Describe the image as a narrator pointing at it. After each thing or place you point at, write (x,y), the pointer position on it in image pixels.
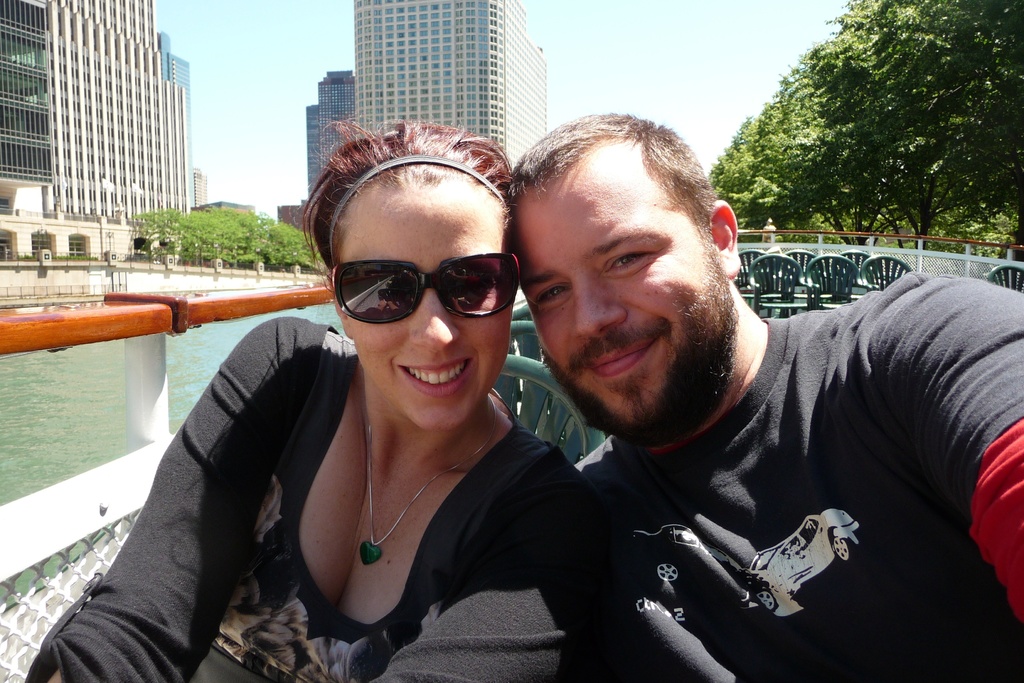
In this image there is a man (712,440) and a woman (418,438) sitting on the chairs (554,436). Behind them there are many chairs (817,261). Beside them there is a railing (106,472). Behind the railing (89,496) there is the water (54,396). In the background (108,155) there are buildings (440,68) and trees (210,241). At the top (308,60) there is the sky (640,67).
